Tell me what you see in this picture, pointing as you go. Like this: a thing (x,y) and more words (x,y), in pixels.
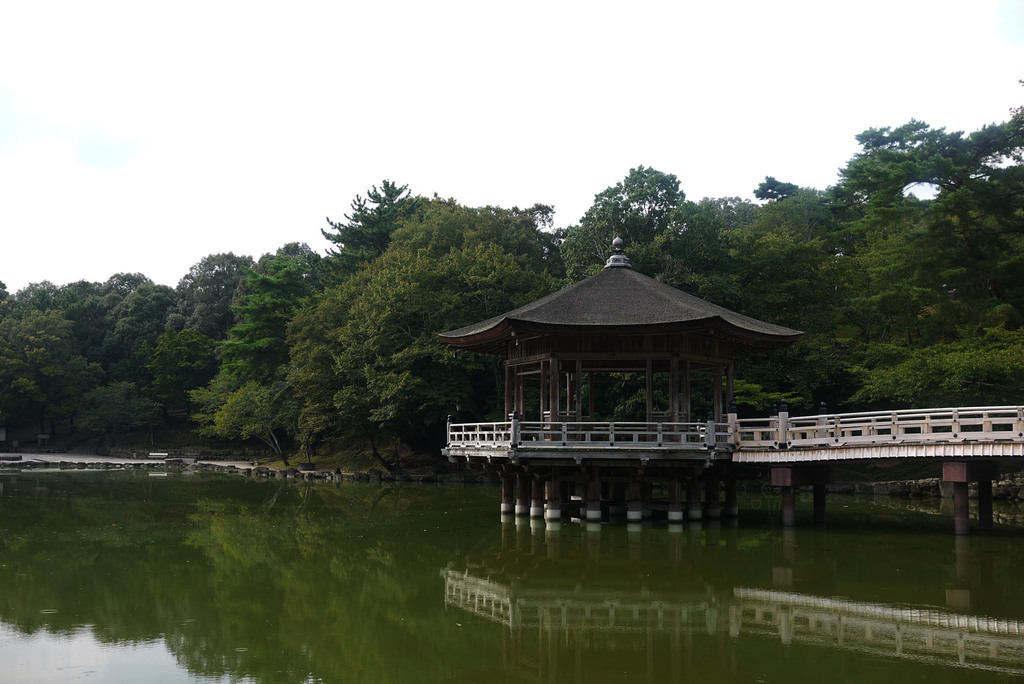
We can see water (319,581), bridge (775,451) and roof top (621,310). In the background (1015,387) we can see trees (219,284) and sky (589,111).
